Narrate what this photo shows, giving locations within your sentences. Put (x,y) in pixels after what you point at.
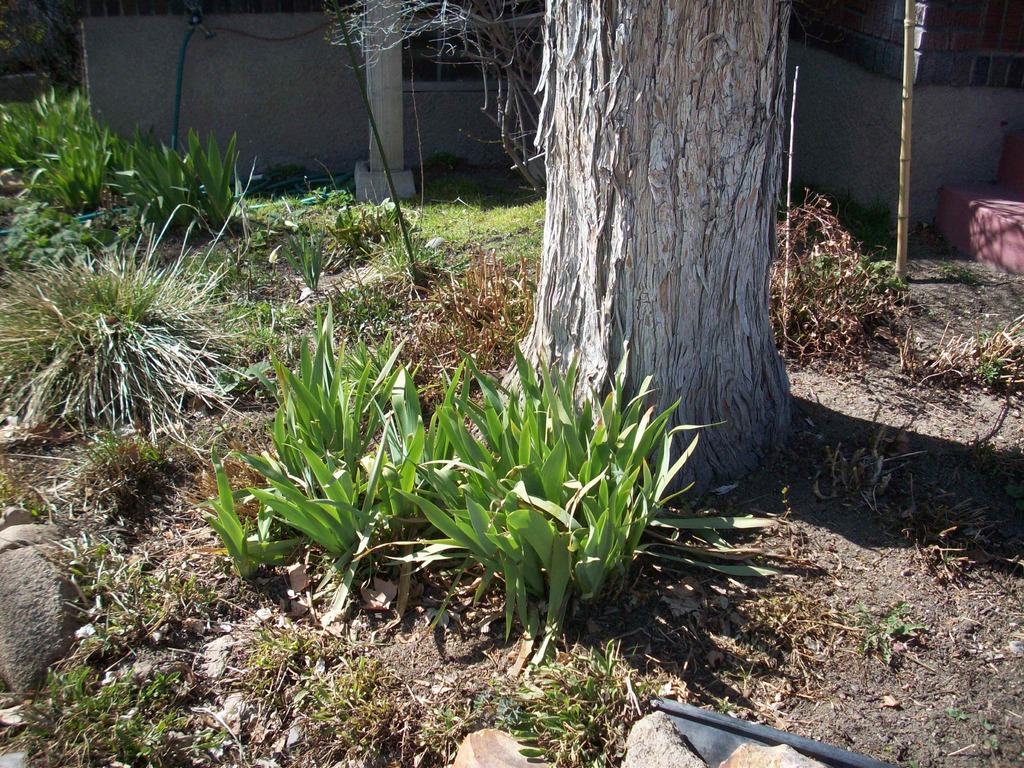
In this image I can see the ground (870,532), few plants (509,487) and a tree trunk (726,15). In the background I can see the house (155,118).
